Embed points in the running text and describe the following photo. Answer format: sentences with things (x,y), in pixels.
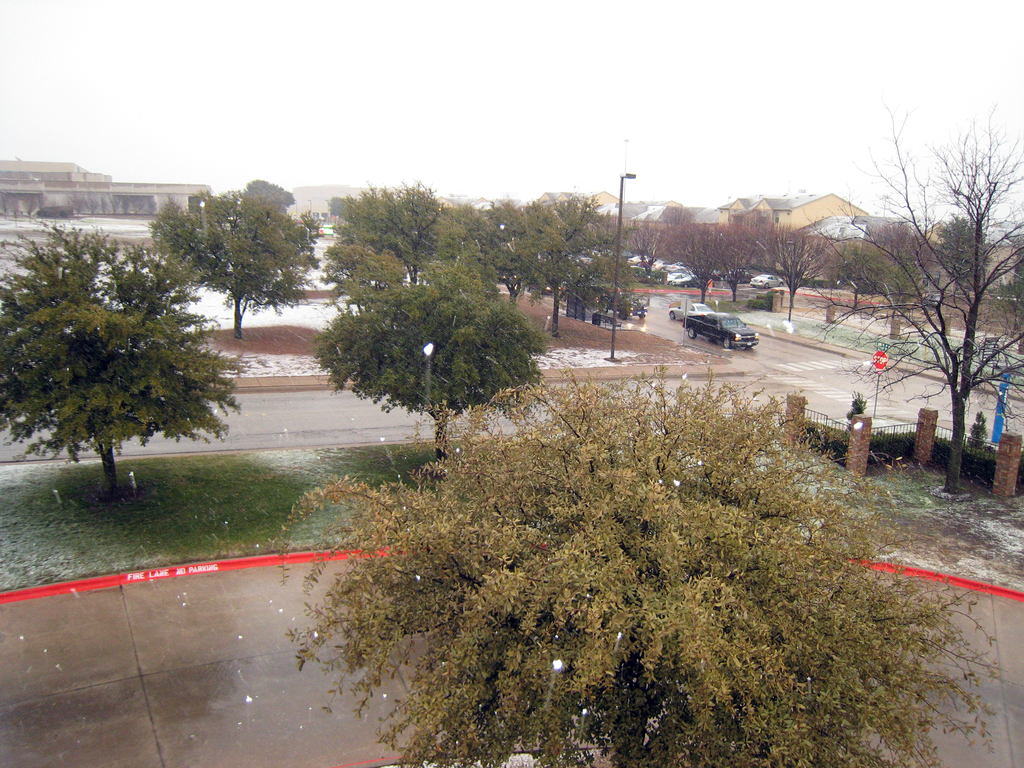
In this image we can see a group of trees (85,265), vehicles (687,317), fencing (854,458), street pole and the grass (236,485). Behind the trees (296,282) we can see few buildings (147,197). At the top (740,65) we can see the sky (636,122).
